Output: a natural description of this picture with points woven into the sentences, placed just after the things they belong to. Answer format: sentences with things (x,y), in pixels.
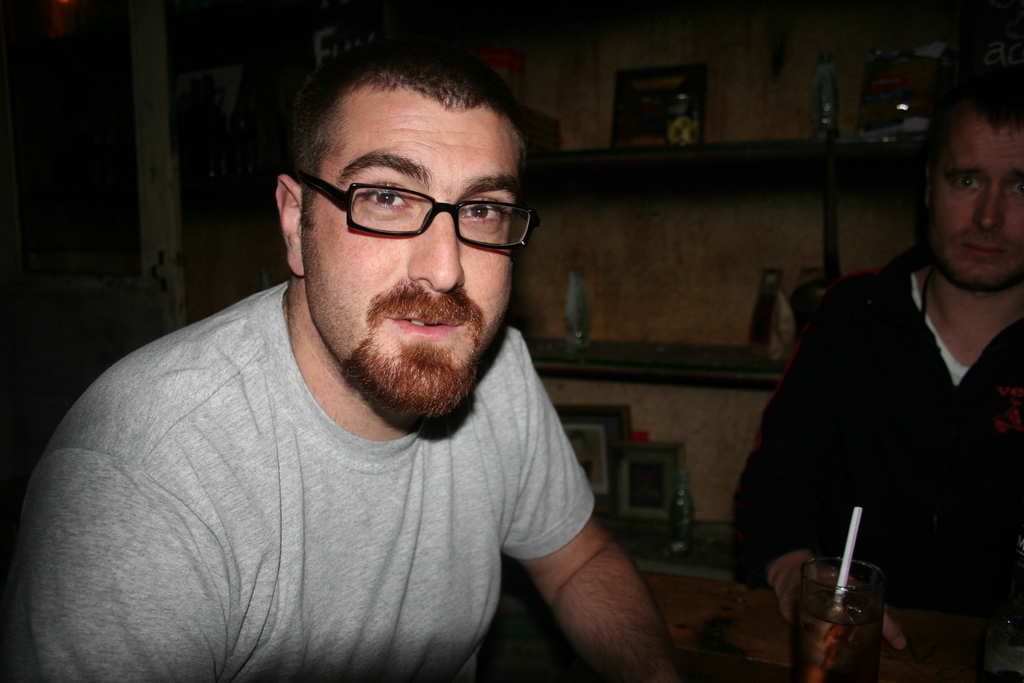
In this image I see 2 men (861,383) and I see that both of them are wearing t-shirts (278,485) and I see a glass (805,587) over here. In the background (655,114) I see racks (659,242) on which there are few things (623,450) and I see that it is a bit dark over here.
